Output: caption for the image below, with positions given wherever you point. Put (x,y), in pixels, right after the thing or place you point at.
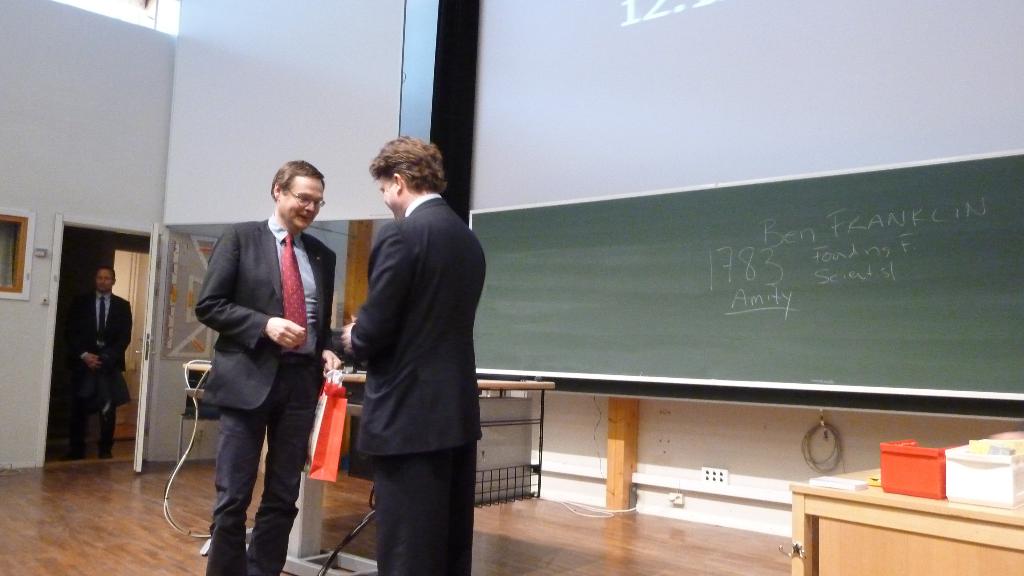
In this image there are two persons (312,292) standing at the middle of the image (399,321) exchanging a gift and at the left side of the image (99,346) there is a person (82,377) standing on the floor (114,457) and at the background of the image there is a white color sheet (571,142).
